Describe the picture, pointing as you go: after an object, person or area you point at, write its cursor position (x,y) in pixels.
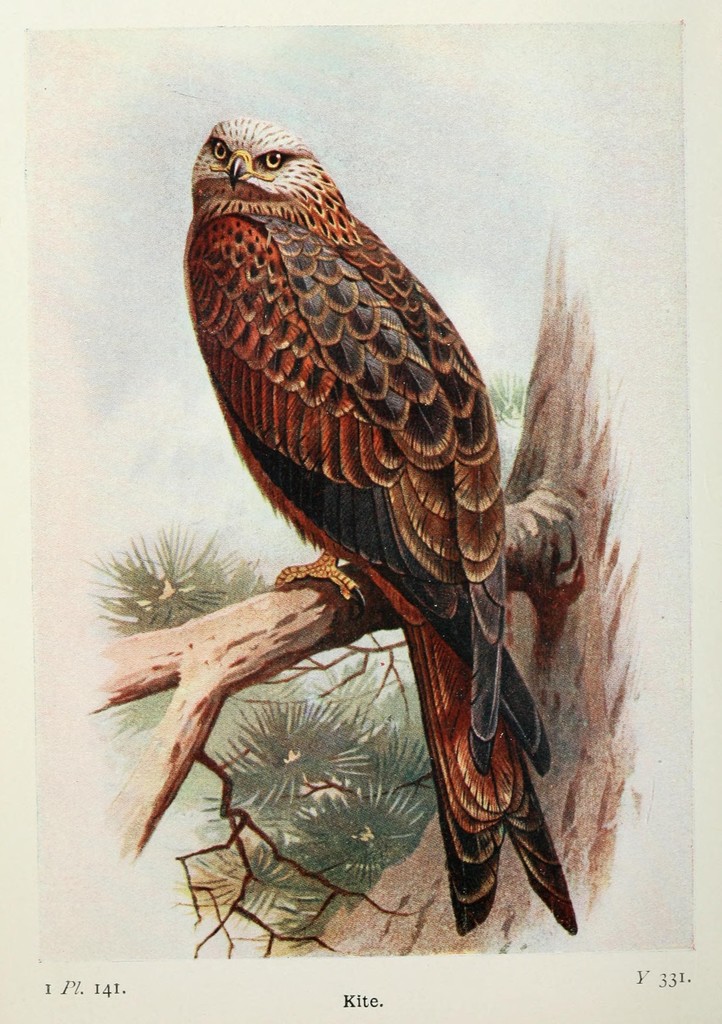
In this picture there is a kite (332,413) standing on a branch (323,598) of a tree (579,505) and there is something written below it.
